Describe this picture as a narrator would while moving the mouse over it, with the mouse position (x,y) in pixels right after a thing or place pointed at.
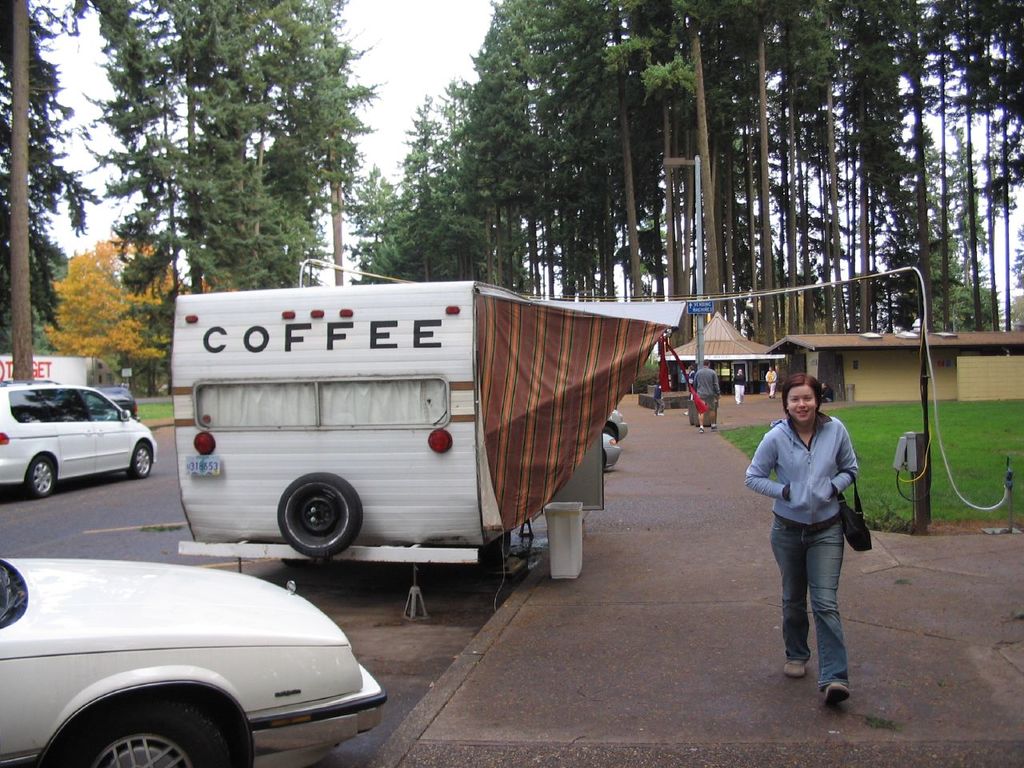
This picture is clicked outside the city. The woman (781,482) in front of the picture wearing a blue jacket (799,518) and a black bag (866,546) is walking on the road (758,600). Beside her, we see two vehicles (366,465) are parked on the road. On the left side (20,471), we see a white car (98,464) is moving on the road (58,495). Behind her, we see a pole (700,333) and grass (908,497). We see people (712,415) walking on the road (748,415). There are trees (292,243) and a building (785,336) in the background (133,272).
